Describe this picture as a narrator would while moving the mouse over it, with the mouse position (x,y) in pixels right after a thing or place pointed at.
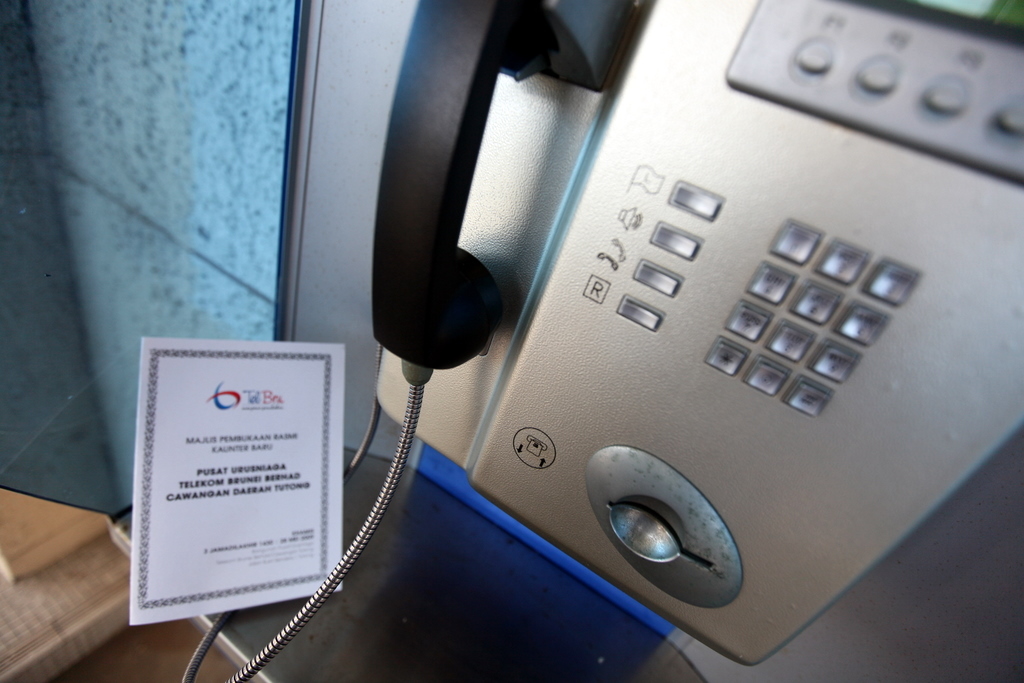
In this picture we can see telephone (573,94), glass (159,103) and board (308,377) on the platform (415,631), through this glass (87,236) we can see wall (134,164).
